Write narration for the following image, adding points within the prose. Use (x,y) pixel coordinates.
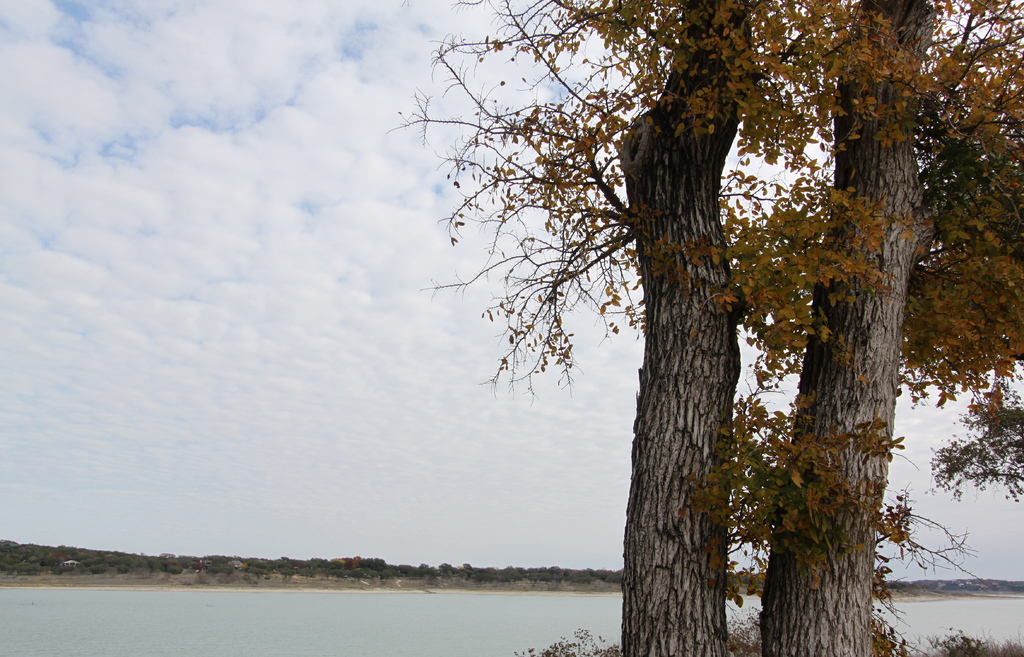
On the right side of the picture (786,216) there are trees (706,638). In the center of the picture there is a water body (412,610). In the background (310,570) there are trees (906,581). Sky (588,483) is cloudy.
